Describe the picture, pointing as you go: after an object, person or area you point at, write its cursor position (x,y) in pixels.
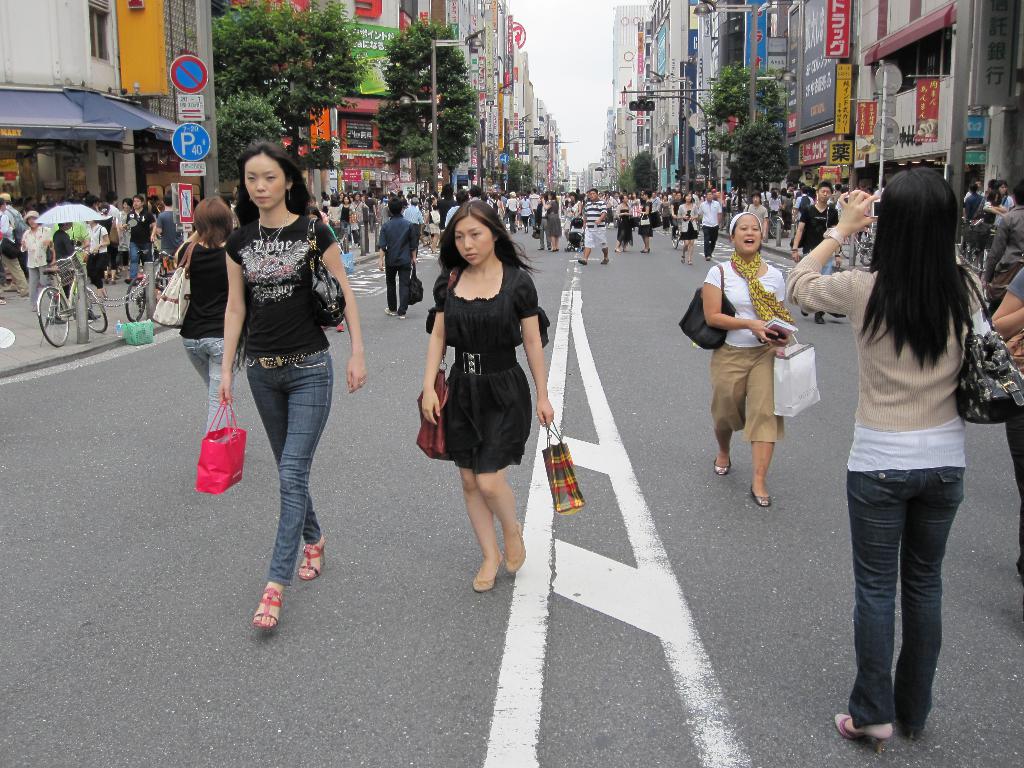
In the image there are many walking on the road (249,431) and holding bags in their hands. In the background (368,111) there are buildings (620,62) with posters (641,77) and banners (844,64). And also there are poles (641,92) with street lights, traffic signals (636,104) and sign boards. And also there are trees (302,82) in the background (249,62). On the left side of the image (150,282) there is a footpath (19,304) with people (25,234), bicycles (59,288), poles (85,300) and there is a building (74,126) with store (100,163).
